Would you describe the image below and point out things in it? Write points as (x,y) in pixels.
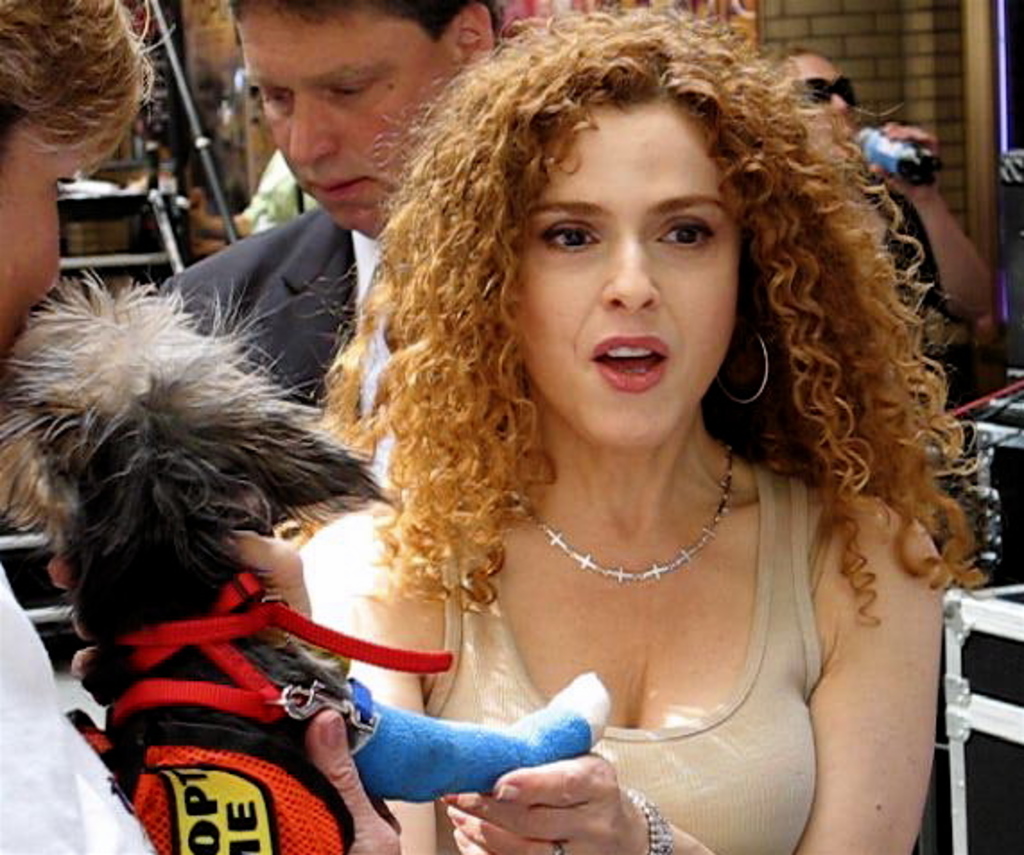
Here we can see a woman (571,620) holding a dog (307,670). In the background (970,21) we can see persons (55,743) and a wall (889,69).
